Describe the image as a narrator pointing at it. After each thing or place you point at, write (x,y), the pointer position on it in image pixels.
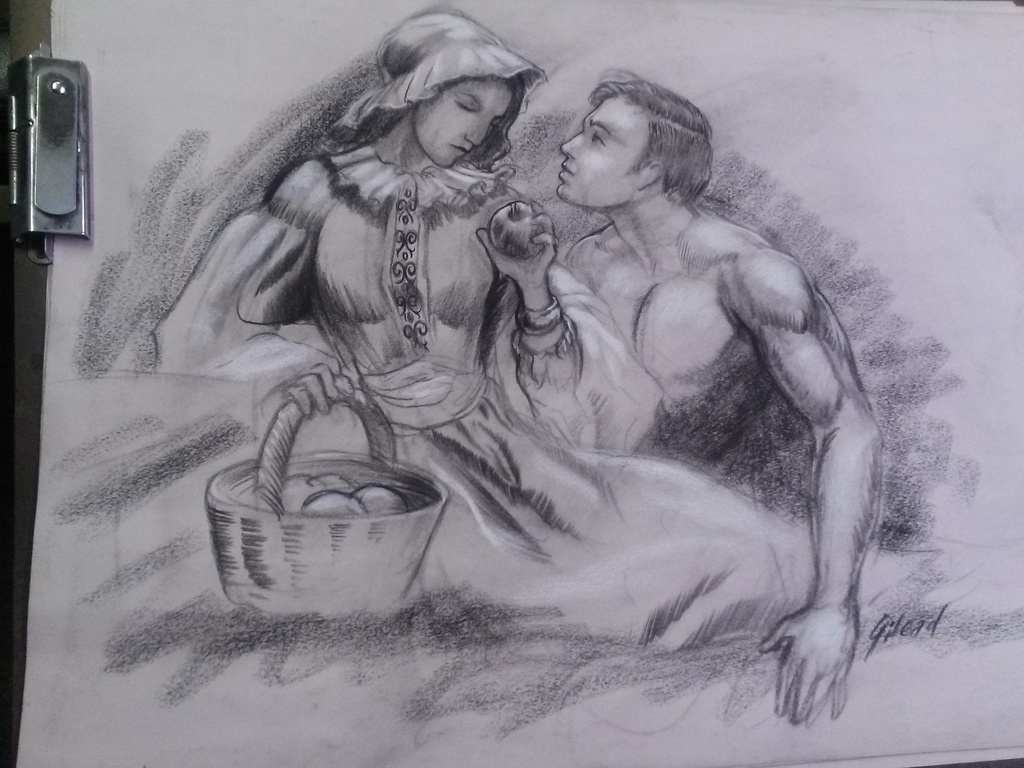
In this image we can see a painting (499,391) on the paper (325,225). In this image we can see two persons (442,219), basket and a fruit (503,245). On the left side of the image (82,154) there is an object (60,127).
